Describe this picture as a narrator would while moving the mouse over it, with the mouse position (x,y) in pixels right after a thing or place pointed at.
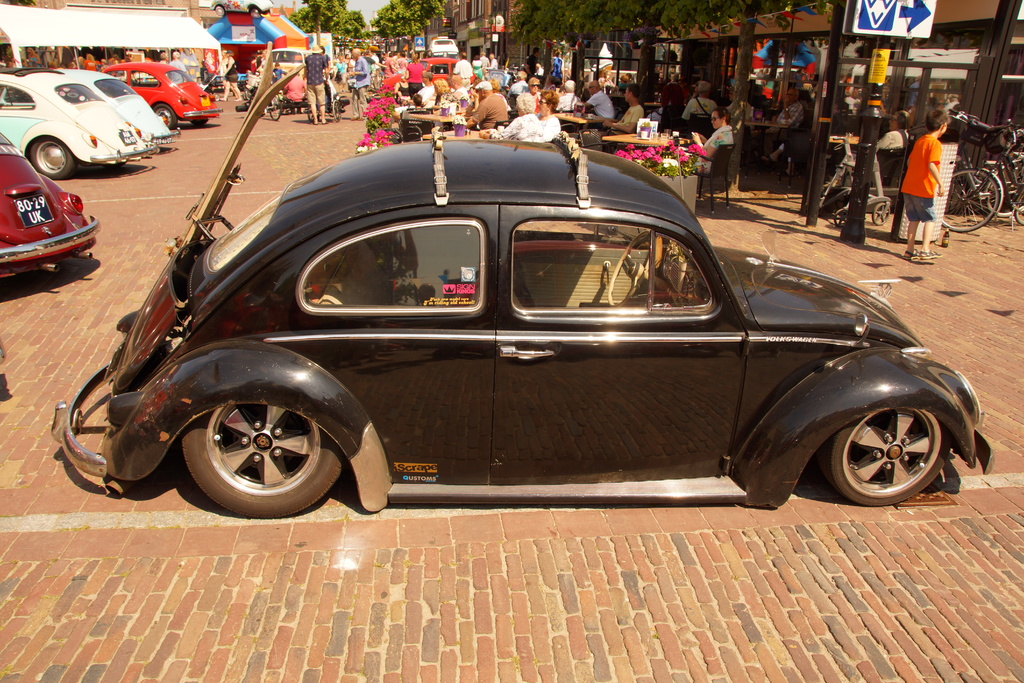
In this image we can see a few people (477,104), among them, some are sitting on the chairs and some are standing, there are some vehicles (501,191), tables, buildings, poles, boards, plants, flowers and trees (601,1), also we can see the sky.
